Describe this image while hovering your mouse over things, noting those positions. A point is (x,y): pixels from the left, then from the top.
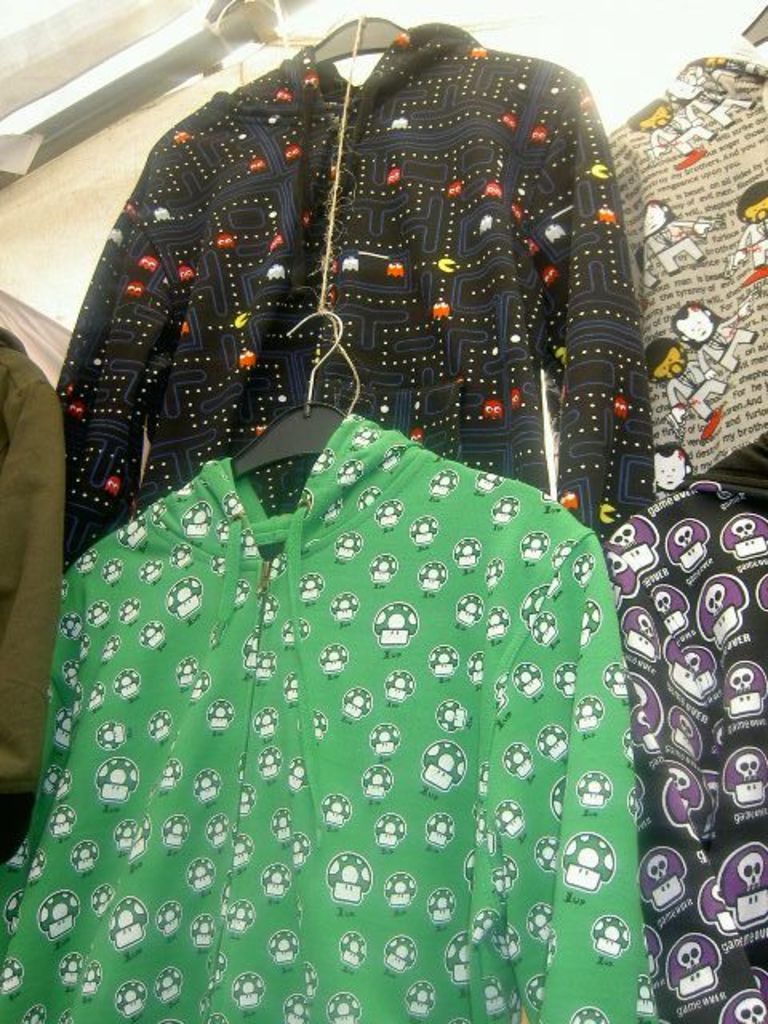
In this picture we can see clothes (558,829) on hangers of different colors such as green.
